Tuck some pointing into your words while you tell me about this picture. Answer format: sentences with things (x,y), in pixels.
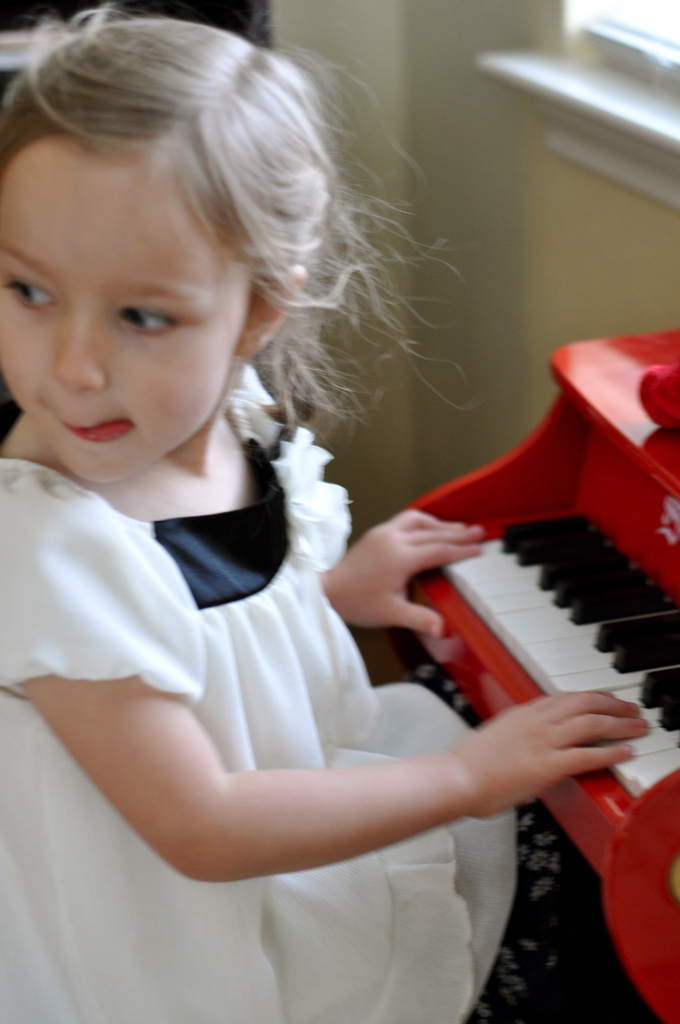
Here we can see one girl (219,435) playing a keyboard (590,671). She wore white colour frock (184,667). Her hair (182,80) color is light grey in colour. This is a wall (476,184).
